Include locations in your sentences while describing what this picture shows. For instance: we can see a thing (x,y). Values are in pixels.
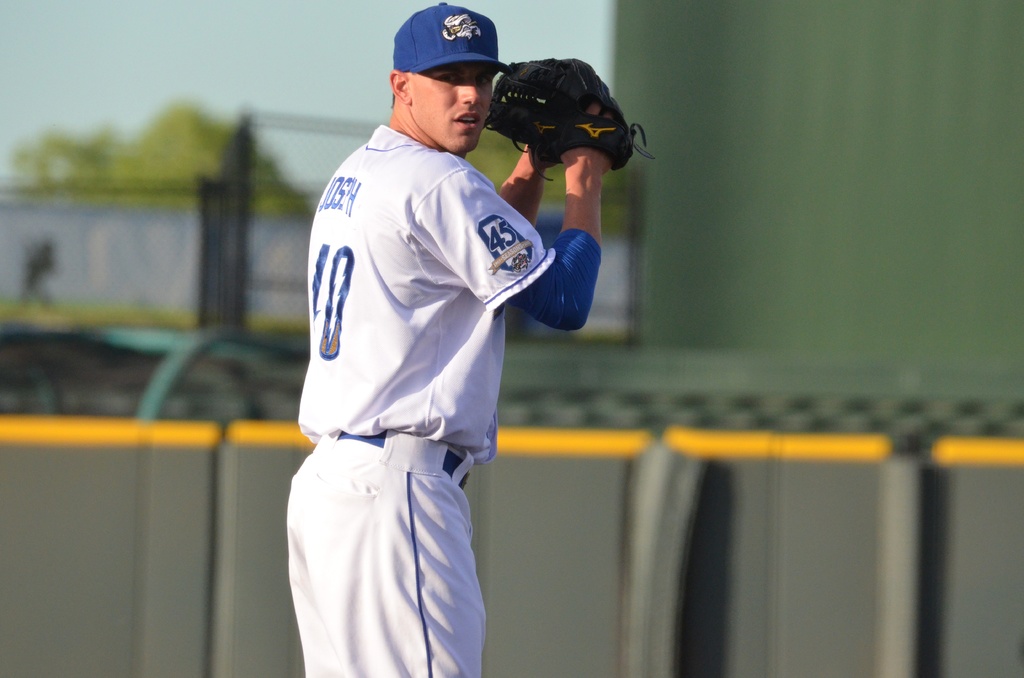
There is a person (490,220) in white color dress (402,414), wearing glove (531,78) blue color cap (437,24), standing on the ground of a stadium (895,207), which is having barricades (608,532). In the background (101,153), there are trees (207,134) and there is a blue sky (266,27).
